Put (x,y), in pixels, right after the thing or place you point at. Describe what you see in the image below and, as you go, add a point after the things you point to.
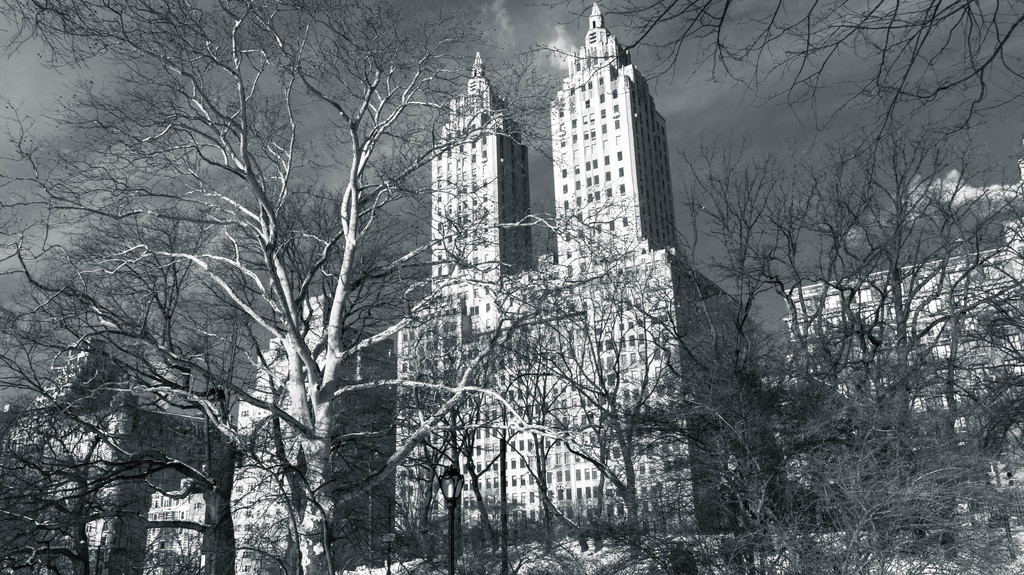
This image is a black and white image. This image is taken outdoors. At the top of the image (664,45) there is the sky (853,122) with clouds (708,93). In the background (659,351) there are a few buildings (390,407) with walls (555,488), windows (578,408), doors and roofs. In the middle of the image (362,337) there are many trees (283,342) with stems (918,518) and branches (929,525).
